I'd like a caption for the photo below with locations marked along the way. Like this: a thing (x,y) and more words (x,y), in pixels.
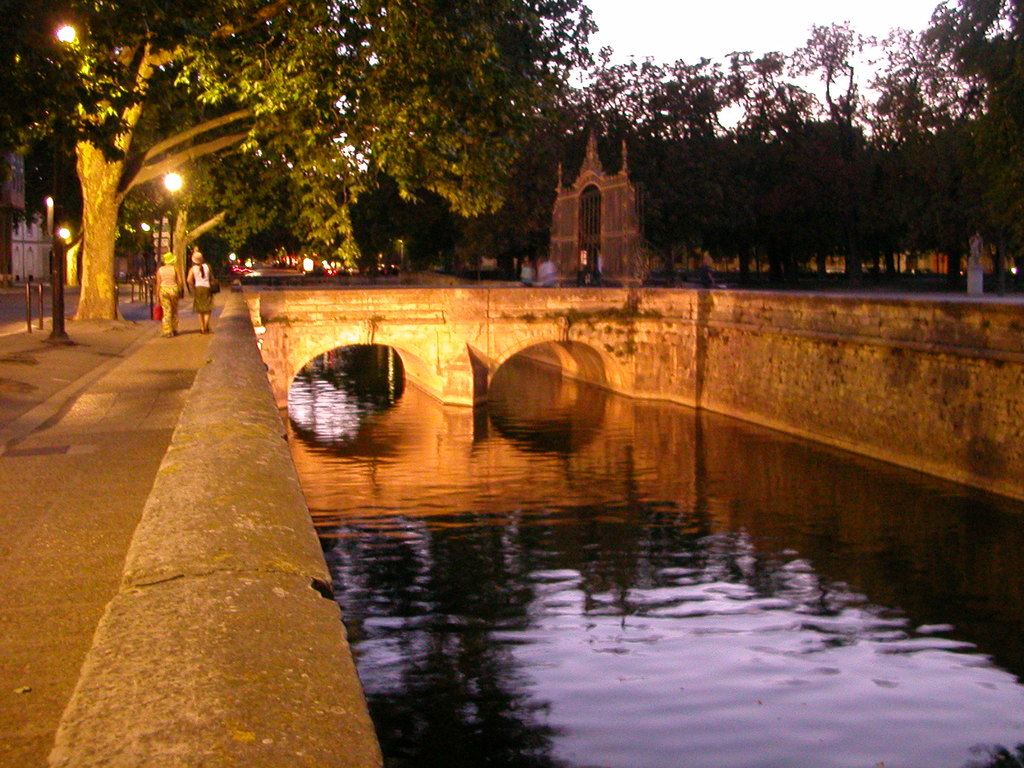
In this image I can see the water (366,553). To the side of the water (464,480) I can see few people (194,290) walking with different color dresses (167,302). And also I can see many light poles (54,300) and trees (124,171). In the background (414,265) I can see the arch (554,236), many trees (541,205) and the white sky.
